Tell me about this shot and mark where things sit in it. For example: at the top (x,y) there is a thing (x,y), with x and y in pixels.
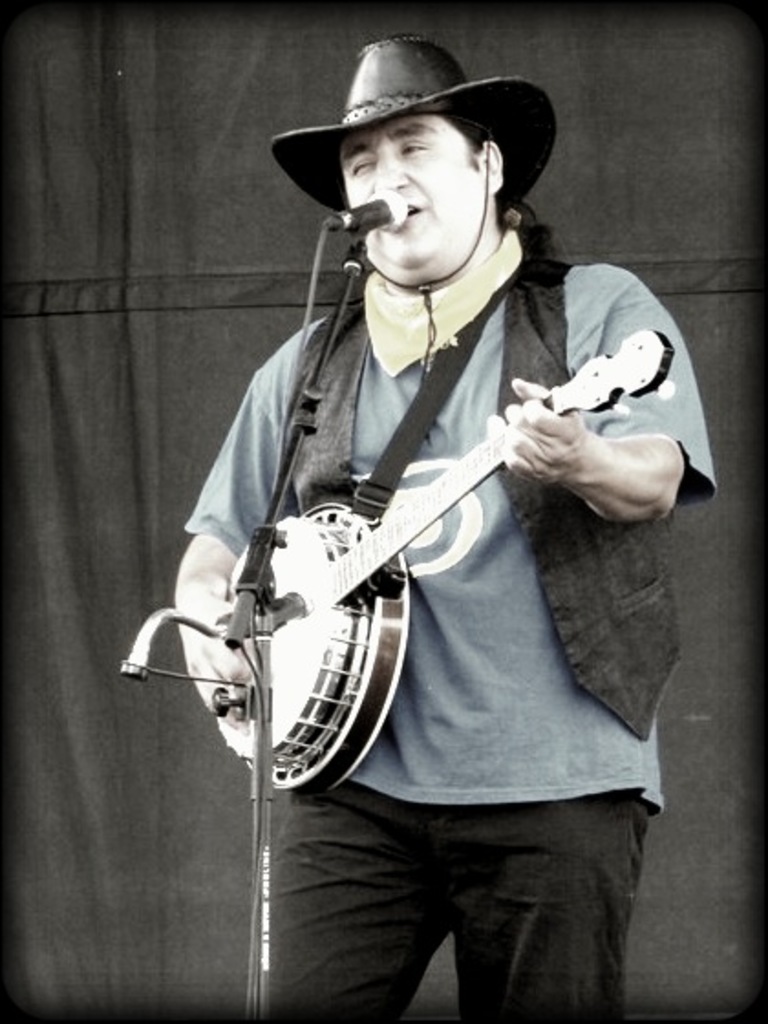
This image is taken outdoors. In the background (148,289) there is a cloth (708,302). In the middle of the image (474,359) a man (380,437) is standing and he is holding a musical instrument (364,584) in his hands (513,437). He is singing and there's a mic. He has worn a hat (445,103), a coat (520,323) and a pant (531,904).
